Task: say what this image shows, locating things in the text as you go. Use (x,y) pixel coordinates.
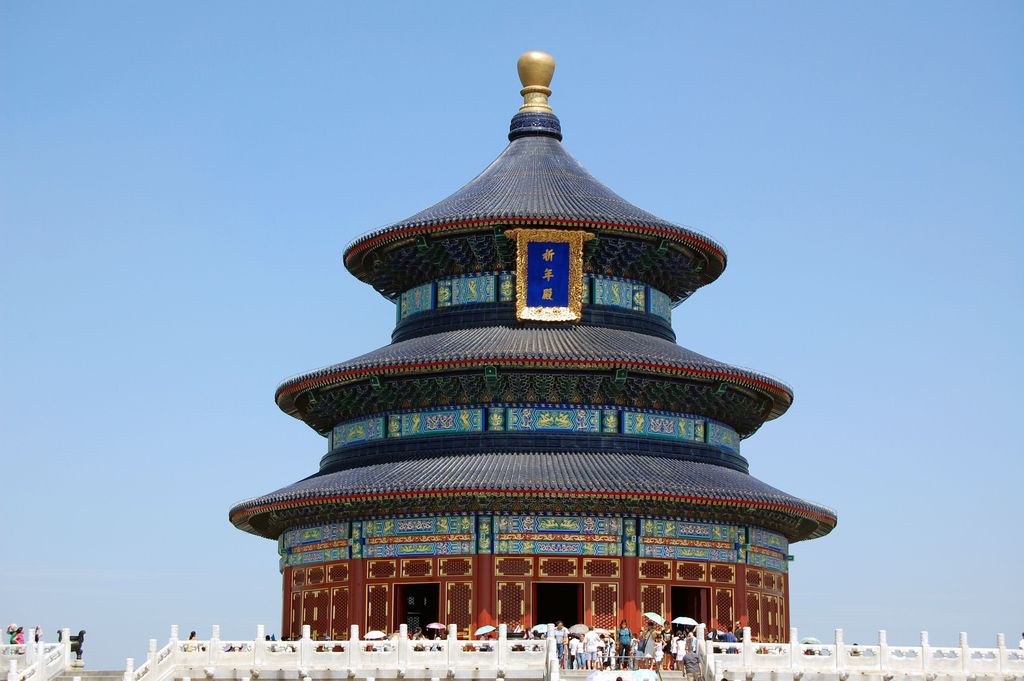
As we can see in the image there is a building (555,493), stairs (110,680), fence (210,658), few people (575,641) here and there, umbrellas (685,620) and sky (834,301).
